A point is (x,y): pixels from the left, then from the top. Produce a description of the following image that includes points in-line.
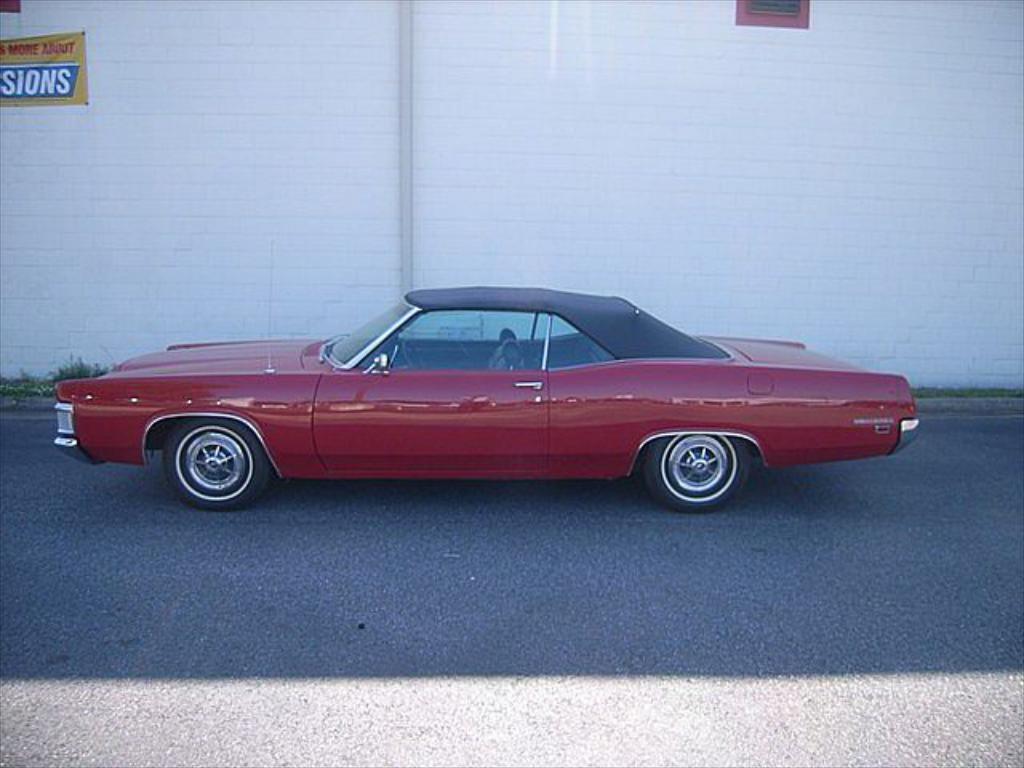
In this image I can see a vehicle (455,422) on the road (473,556). In the top left corner (52,79), I can see some text (37,77) written on the poster (50,70). In the background (443,139), I can see the wall (588,135).
